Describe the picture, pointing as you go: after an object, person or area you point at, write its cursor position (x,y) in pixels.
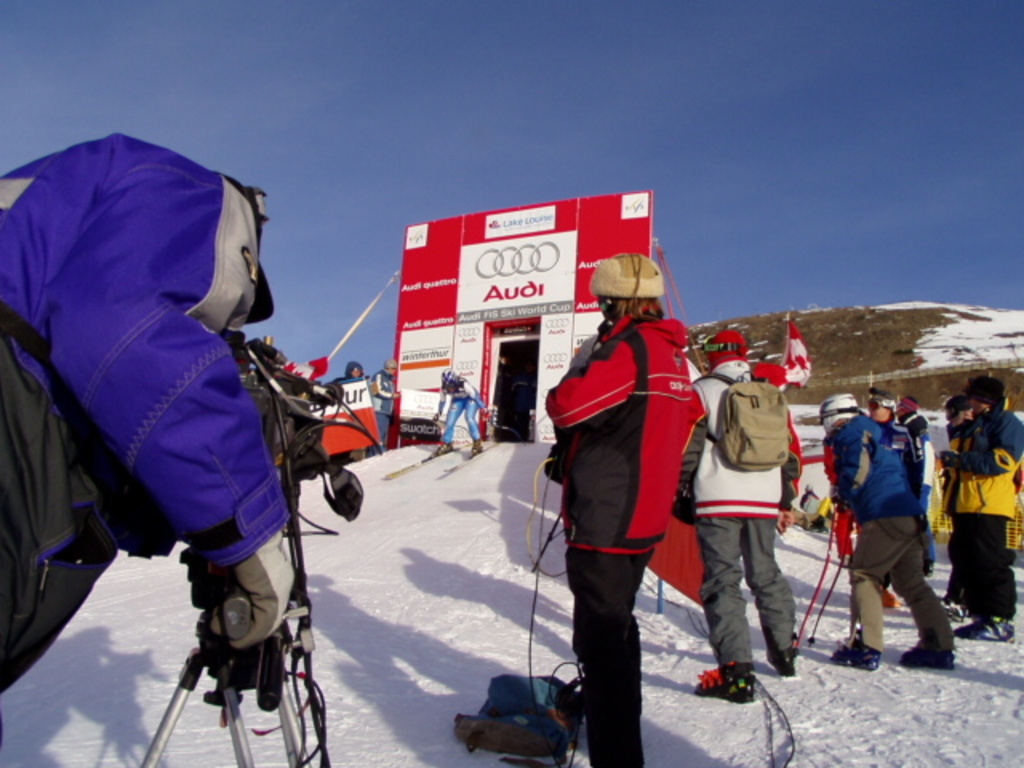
This is the picture of a place (1023,735) where we have some people (1002,561) wearing jackets (86,238), backpacks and holding some things (823,609) and also we can see a board (527,282), some people (263,570) and a mountain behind the board (540,297).
